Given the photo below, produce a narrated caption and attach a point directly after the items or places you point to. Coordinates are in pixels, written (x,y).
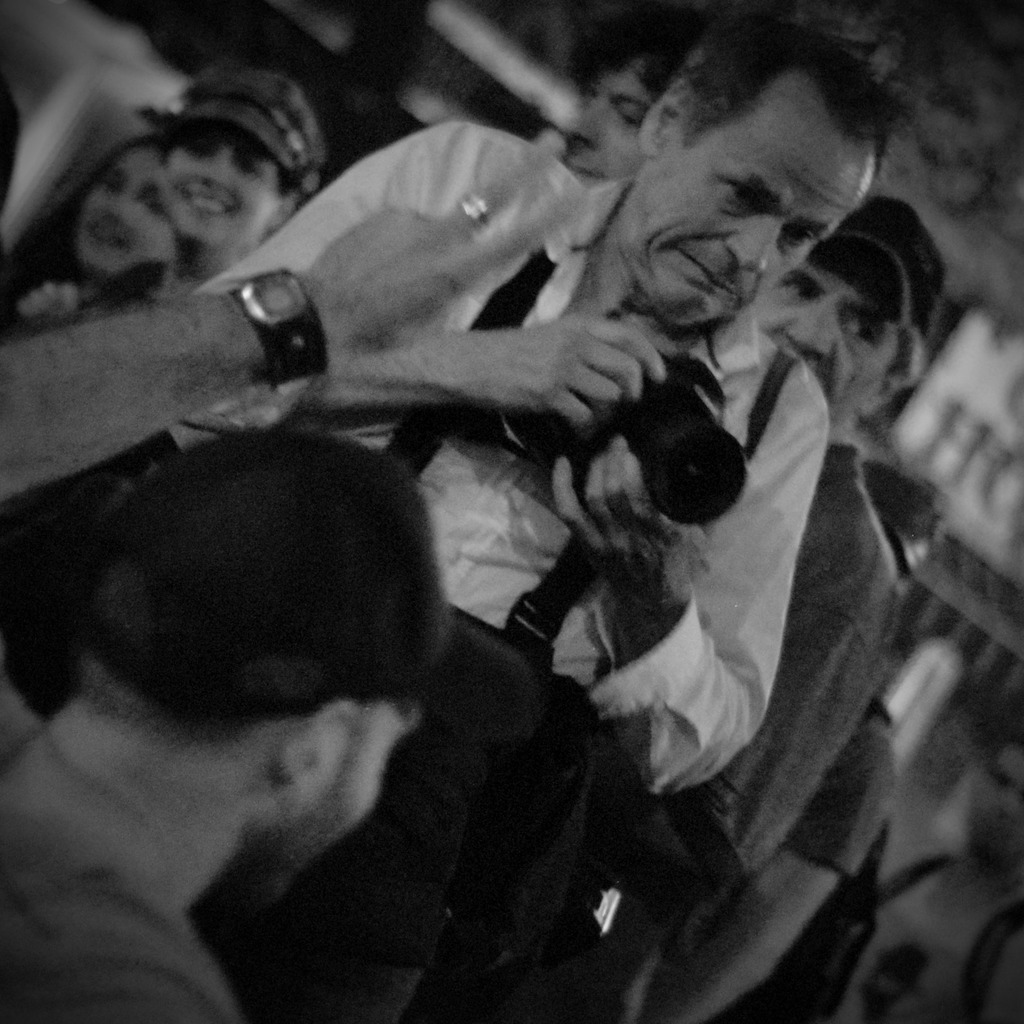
This is a black and white image where we can see a man (588,394) is holding a camera (625,420). We can see one more man (295,782) in the left bottom of the image (160,898). In the background (859,409), we can see people (782,843).
